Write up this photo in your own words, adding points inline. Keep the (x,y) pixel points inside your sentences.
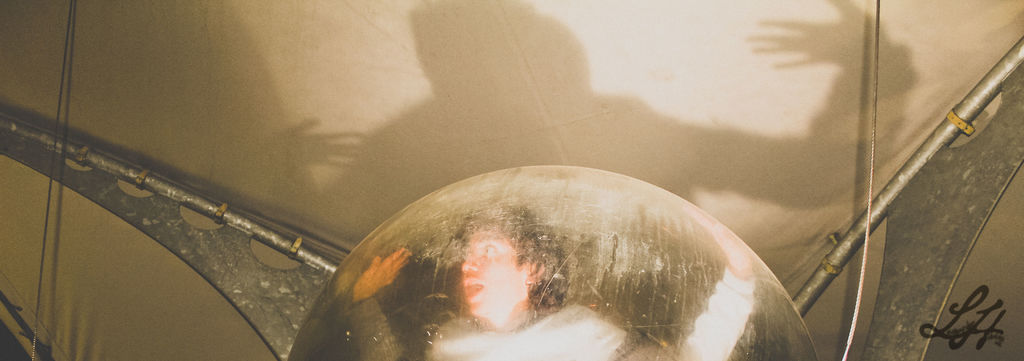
In this image at the bottom (515,295) there is one ball (609,273), on that ball (435,319) there is one persons reflection (511,326), and on the right side (924,217) and left side (306,252) there are some poles (903,249) and ropes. In the background (288,121) there is a cloth (456,96) and some shadow (489,136).
